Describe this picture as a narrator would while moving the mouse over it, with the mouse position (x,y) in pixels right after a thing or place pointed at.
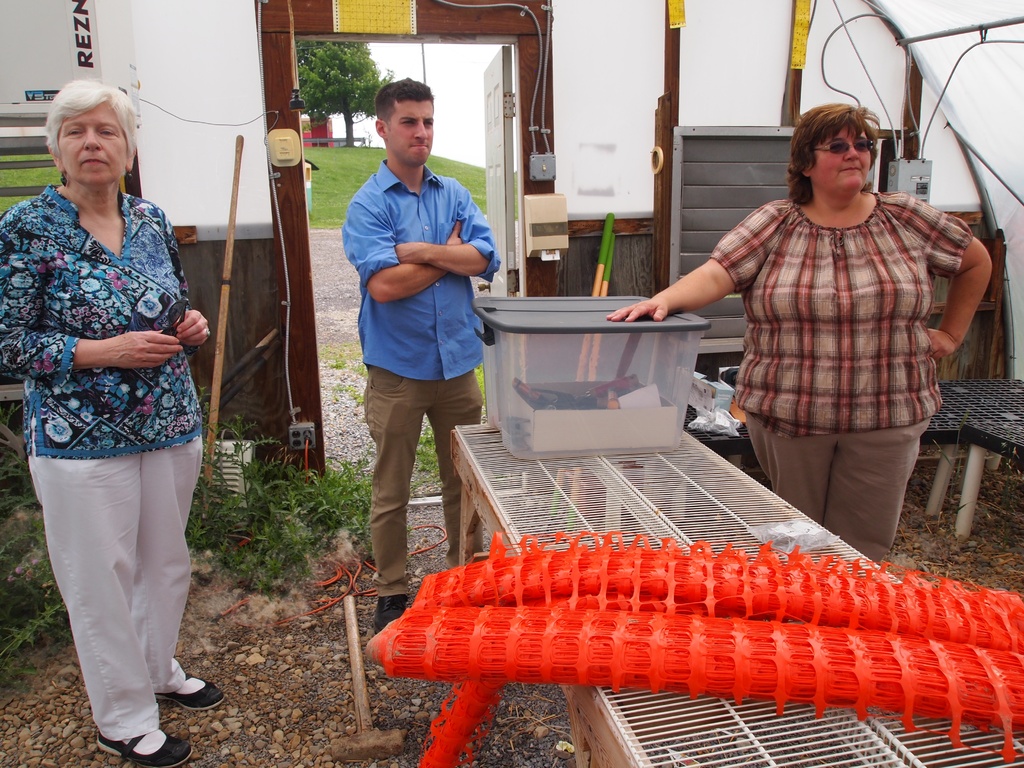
In this picture we can see two women (952,330) and a boy (475,228) standing in the front (405,302) and looking on the right side (755,313). On the bottom side (598,524) we can see a table (808,744) with white grill (663,516) and red mat (747,635). Behind we can see white wall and a door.
